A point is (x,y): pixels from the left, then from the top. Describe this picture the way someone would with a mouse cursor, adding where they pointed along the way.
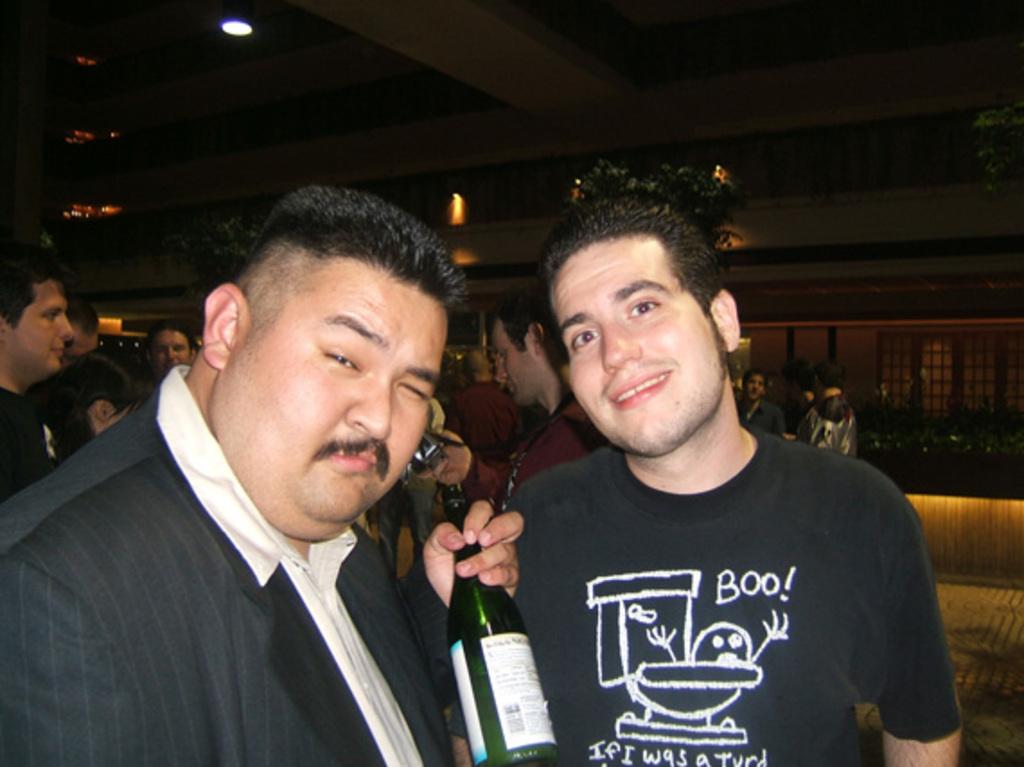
this picture we can see a group of people (189,450) enjoying the party. In front (303,658) A man (296,442) wearing black coat (115,635), beside him there is another fair man (595,369) standing on right (690,512) who is wearing black t-shirt (775,668) and smiling towards camera. Behind we can see roof (611,89) with spotlights (463,207), window (947,367) and crowd (490,371) who is enjoying the party.
